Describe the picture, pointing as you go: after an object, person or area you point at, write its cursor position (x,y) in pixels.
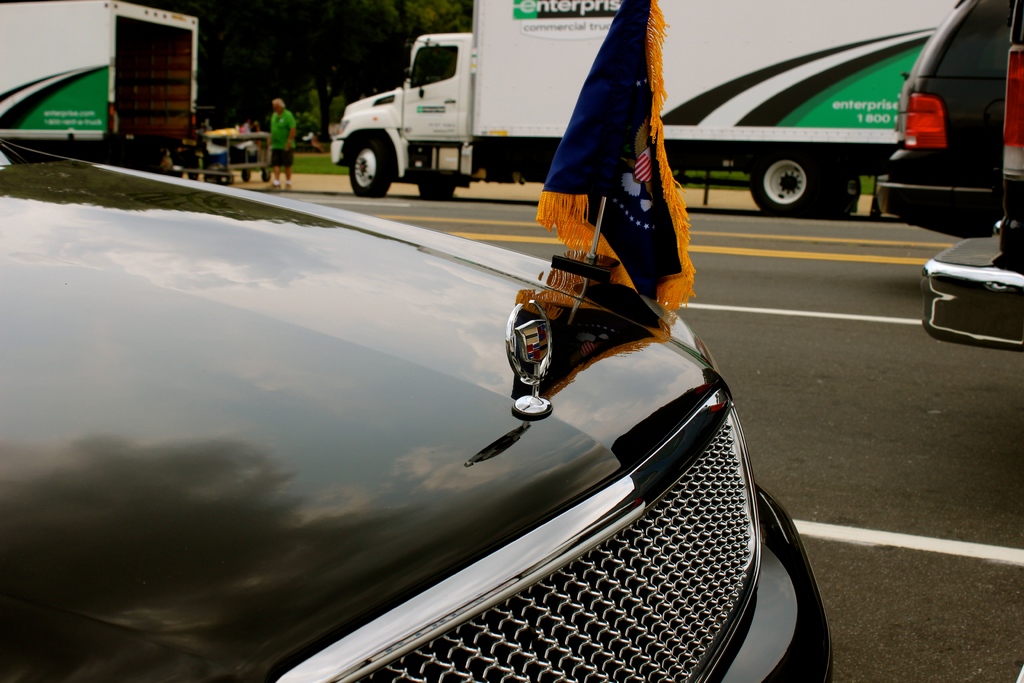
In this image I can see few vehicles (229,328) on the road (901,409). These vehicles (505,365) are in different color. And I can see the flag (552,211) to one of the vehicle (434,326). At the back (278,156) there is a person (275,177) standing and wearing the green color dress (280,143). I can also see many trees (271,77) in the back (304,63).
